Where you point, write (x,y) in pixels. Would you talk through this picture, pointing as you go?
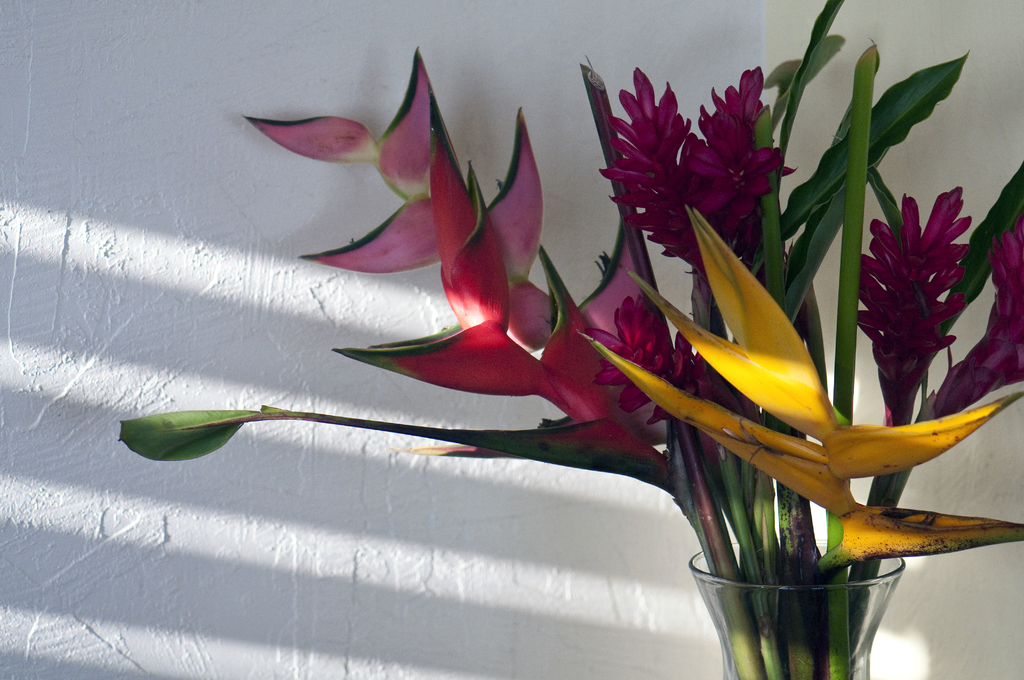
On the right side of the picture (776,469), we see a flower vase (813,613) containing different kinds of flowers (764,314). These flowers (637,340) are in red, yellow and pink color. Behind that, we see a wall (177,239) in white color.
